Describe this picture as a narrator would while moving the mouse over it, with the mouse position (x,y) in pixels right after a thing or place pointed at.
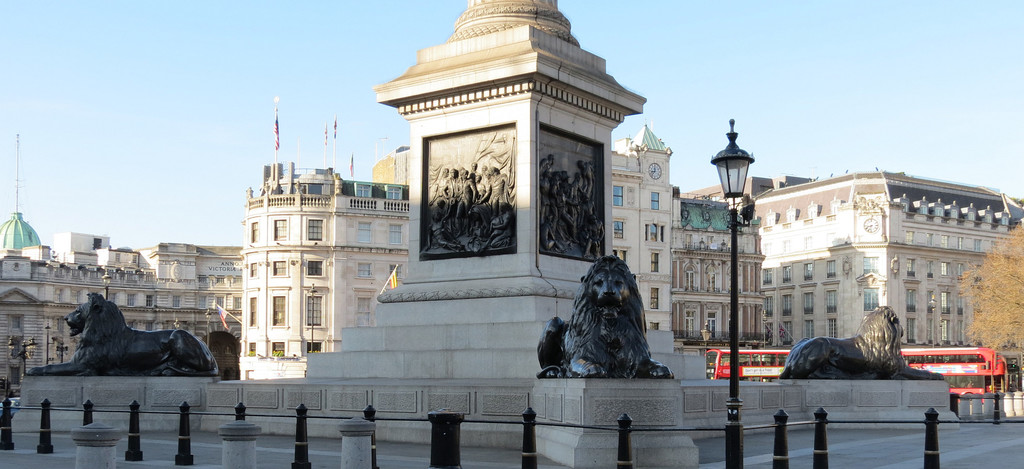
In this image there is a pillar (471,68) around the pillar (440,320) there are lion statues (877,347), it is surrounded with fencing (930,455) in the background (829,319) there are buildings (922,250), bus (947,362), on the right (1000,285) there is a tree (1006,284), in the background (253,107) there is a sky (752,27).
